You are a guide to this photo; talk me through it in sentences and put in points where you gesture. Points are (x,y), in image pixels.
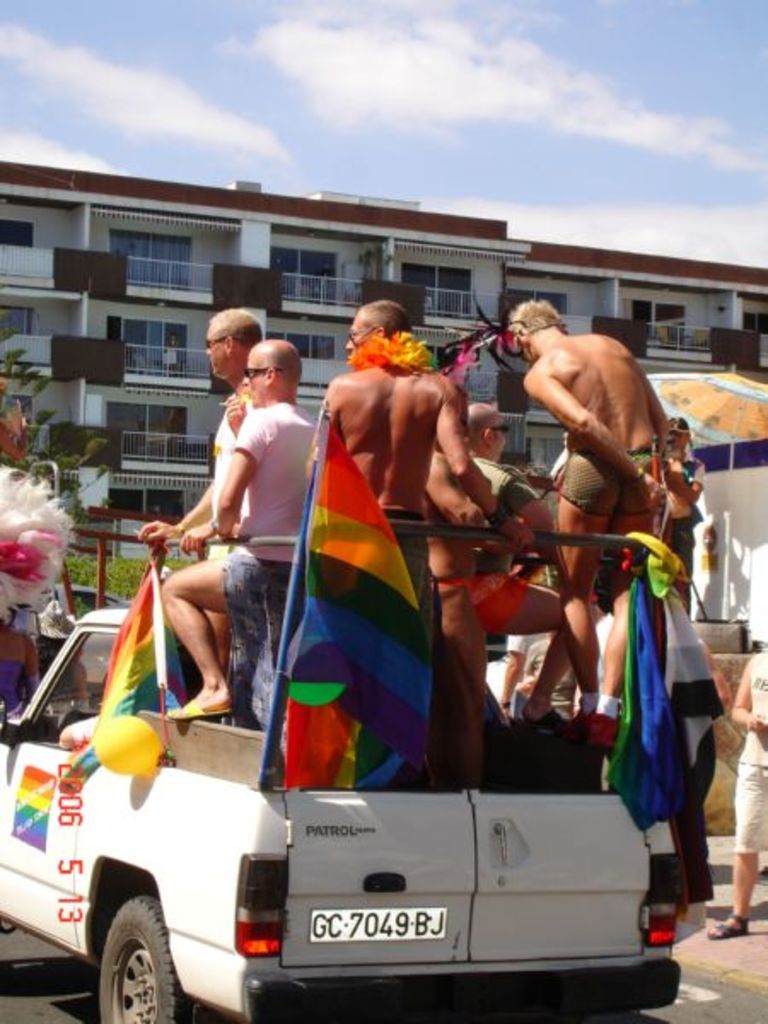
In this image in the foreground (435,898) there is one vehicle (293,793) and in that vehicle (340,927) there are some persons (457,582) who are standing, and also we could see some flags (368,658) and balloons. In the background (328,242) there are some buildings (562,287), umbrella (709,403) and some other objects (95,536).
